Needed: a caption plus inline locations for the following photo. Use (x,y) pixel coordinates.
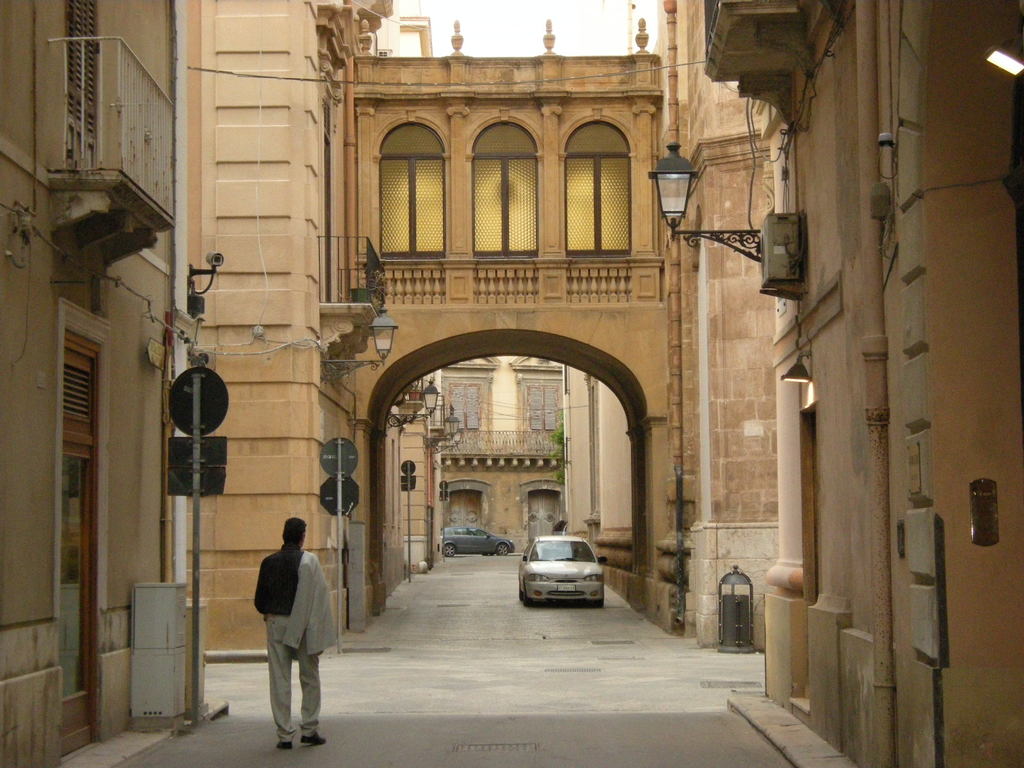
This is an outside view. At the bottom (560,581) there are two cars (461,539) on the road (536,630) and one person (291,632) is walking towards the back side (286,593). On both sides of the road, I can see the buildings (458,406). On the left side (198,479) there are few poles (195,476).
